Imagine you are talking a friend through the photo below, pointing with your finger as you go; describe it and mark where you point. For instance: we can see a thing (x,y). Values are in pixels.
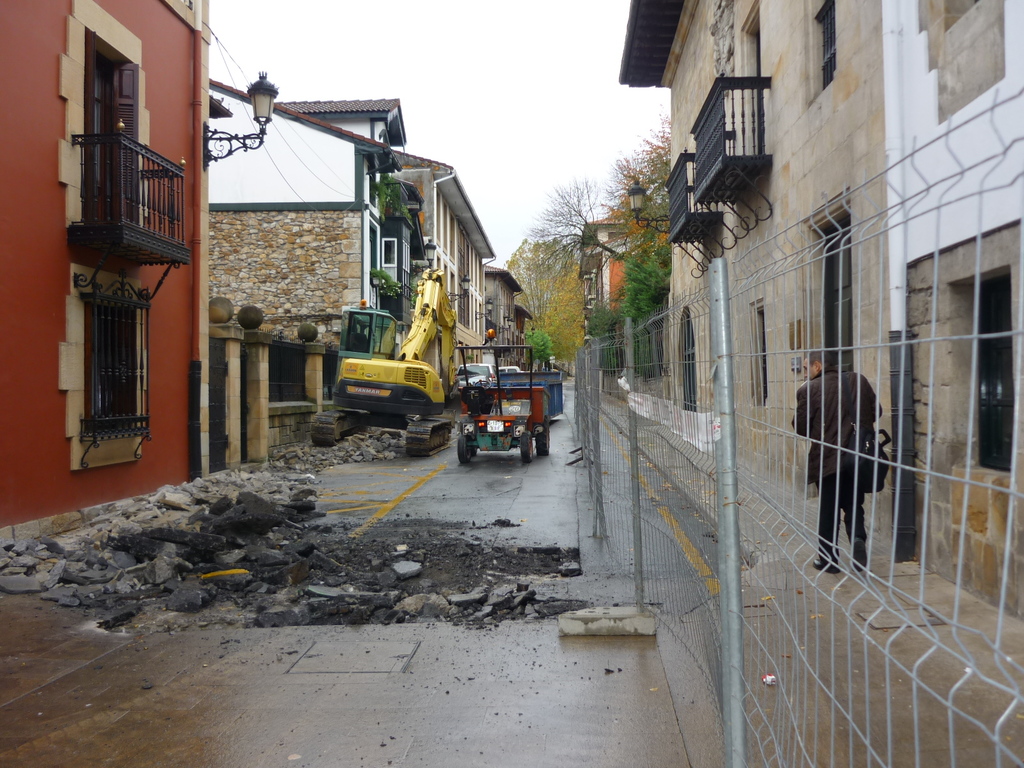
In the center of the image (392,418) we can see vehicles (449,382). On the right (860,482) there is a man (858,496). In the background (321,320) there are buildings (771,332), trees (562,284) and sky (557,128). We can see a mesh (592,472).
